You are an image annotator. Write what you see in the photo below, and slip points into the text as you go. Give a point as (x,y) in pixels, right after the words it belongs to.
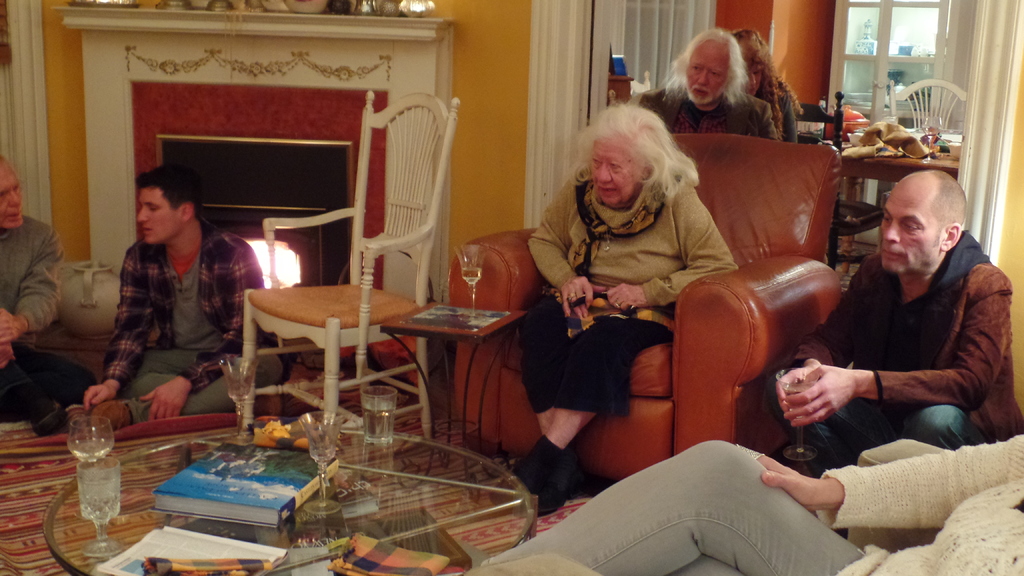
There are group of people (894,319) sitting and there is a glass table (132,455) in front of them which has glasses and books (230,471) on it.
